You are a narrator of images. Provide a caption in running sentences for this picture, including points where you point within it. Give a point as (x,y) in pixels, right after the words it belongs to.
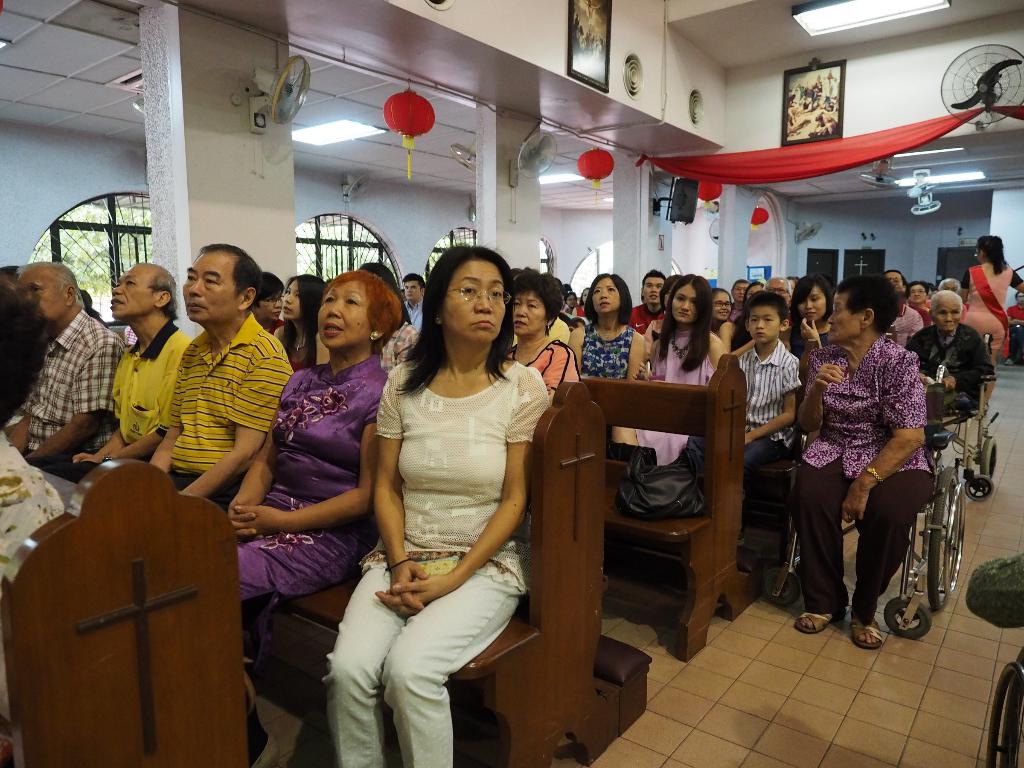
In this picture there are people (79,344), among them few people (425,513) sitting on benches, there are two people (860,415) sitting on chairs (955,521) and there is a woman (997,326) standing. We can see pillars (480,163), lamps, cloth (853,147), fans (920,214), floor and pillars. We can see frames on the wall (772,77). At the top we can see lights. In the background of the image (129,235) we can see windows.
